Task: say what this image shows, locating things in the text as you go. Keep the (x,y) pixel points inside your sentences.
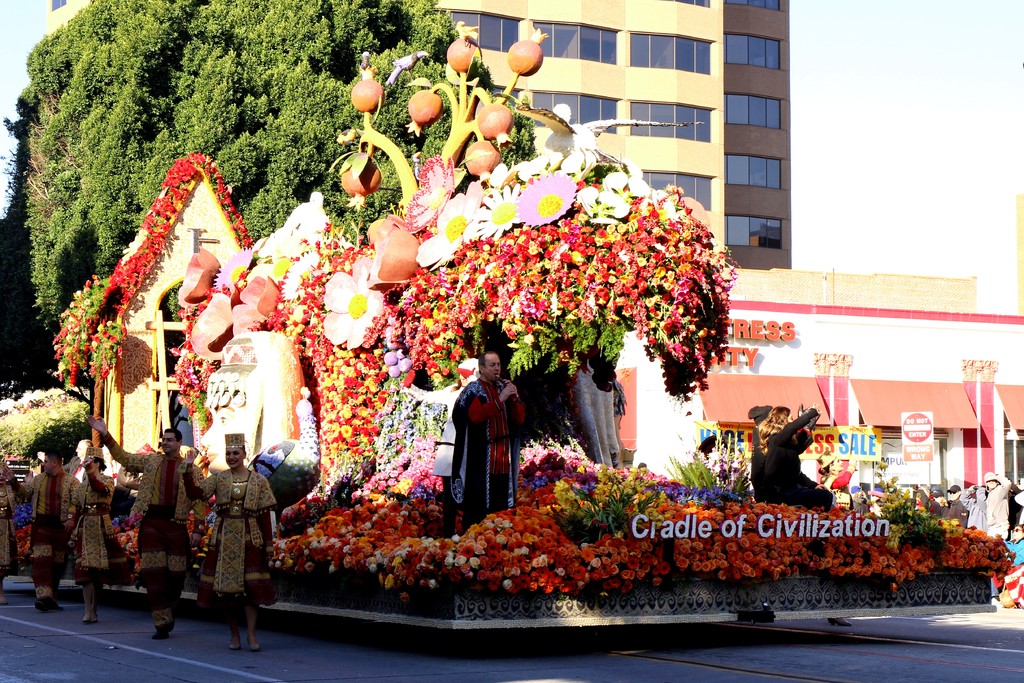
In this image there is a person (499,426) standing and holding a mic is speaking, the person (483,437) is surrounded by flowers (432,307) decorated on a vehicle (604,439), beside the person (480,455) there are four people (175,524) walking on the road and waving the hand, in the background of the image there are trees (425,134) and buildings (684,451) and there is a name plate (742,520) in front of the vehicle (562,528).
